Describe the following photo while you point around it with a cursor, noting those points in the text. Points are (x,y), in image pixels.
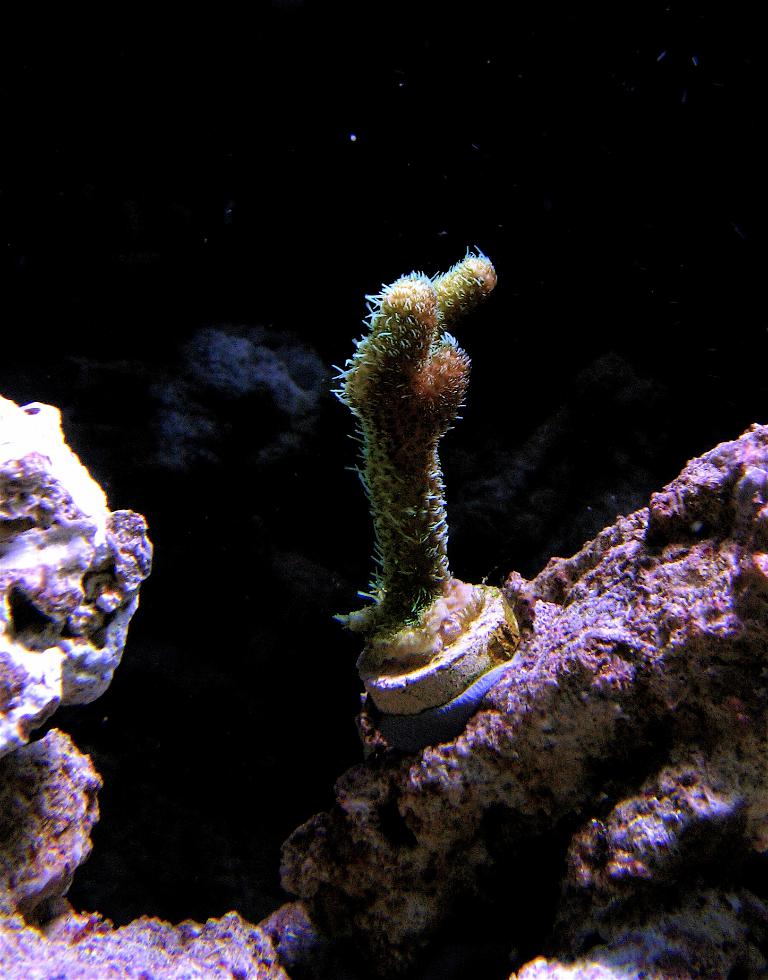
In the image there is an aquatic plant (403,501) on a rock (439,751) and the background (543,20) is dark.
